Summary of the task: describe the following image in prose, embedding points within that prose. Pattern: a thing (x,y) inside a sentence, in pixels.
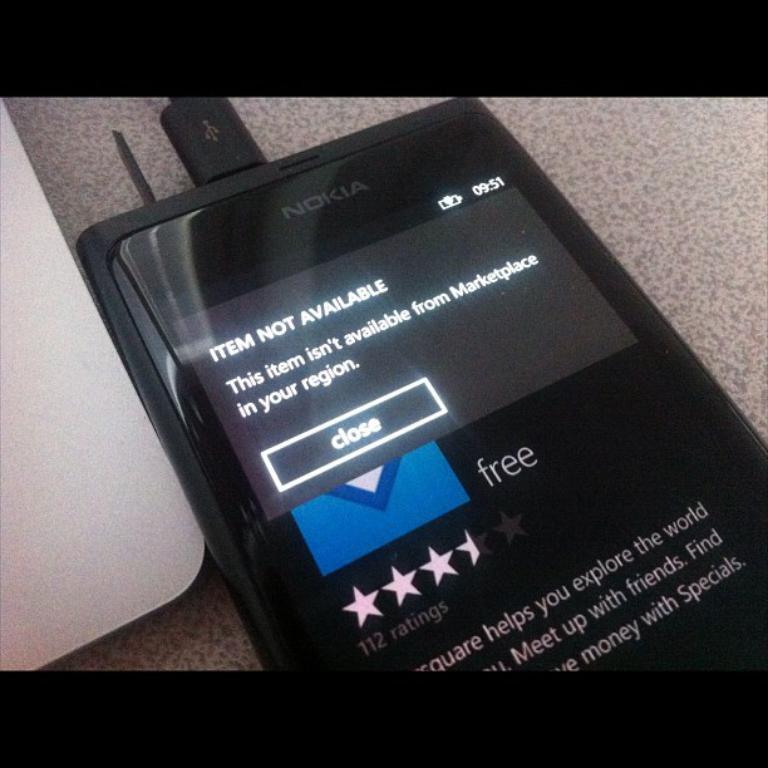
In the middle of this image (423,257) there is a mobile (309,558). On the screen (337,436), I can see some text (365,419) and there is a connector (203,144). On the left side (67,383) there is an object (48,510).
